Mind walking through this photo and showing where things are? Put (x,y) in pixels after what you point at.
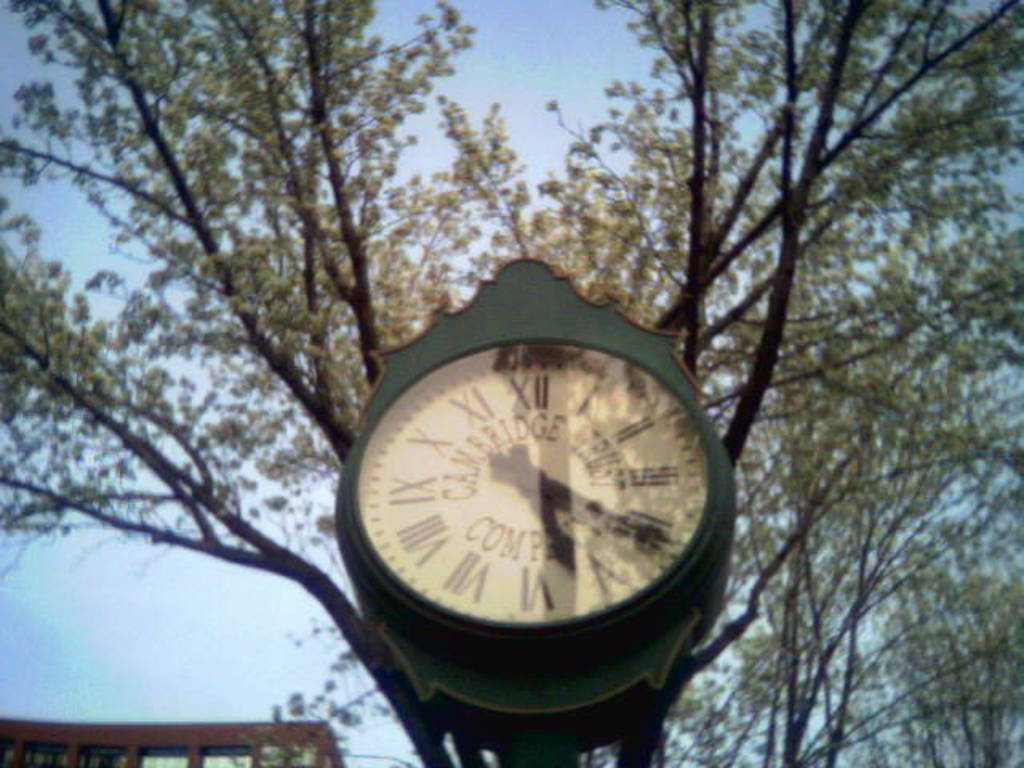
We can see clock (493,468), trees (816,698) and building (279,726). In the background (517,67) we can see sky (536,47).
